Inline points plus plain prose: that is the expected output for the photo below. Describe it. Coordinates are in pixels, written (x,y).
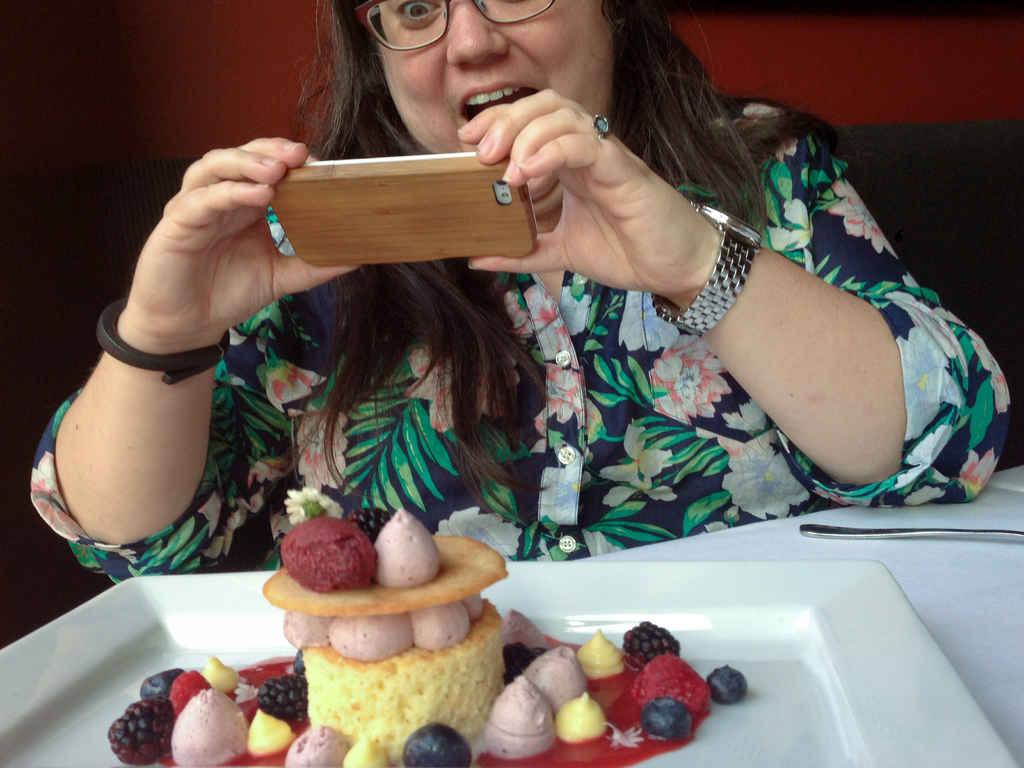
In the foreground of the image (424,709) we can see some fruits (121,720) and food (333,674) placed on a plate (784,734) and a spoon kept on the table (925,583). In the background (866,367), we can see a woman (771,274) wearing a wrist watch (703,212) is holding a mobile (494,209) with her hands (571,184).
